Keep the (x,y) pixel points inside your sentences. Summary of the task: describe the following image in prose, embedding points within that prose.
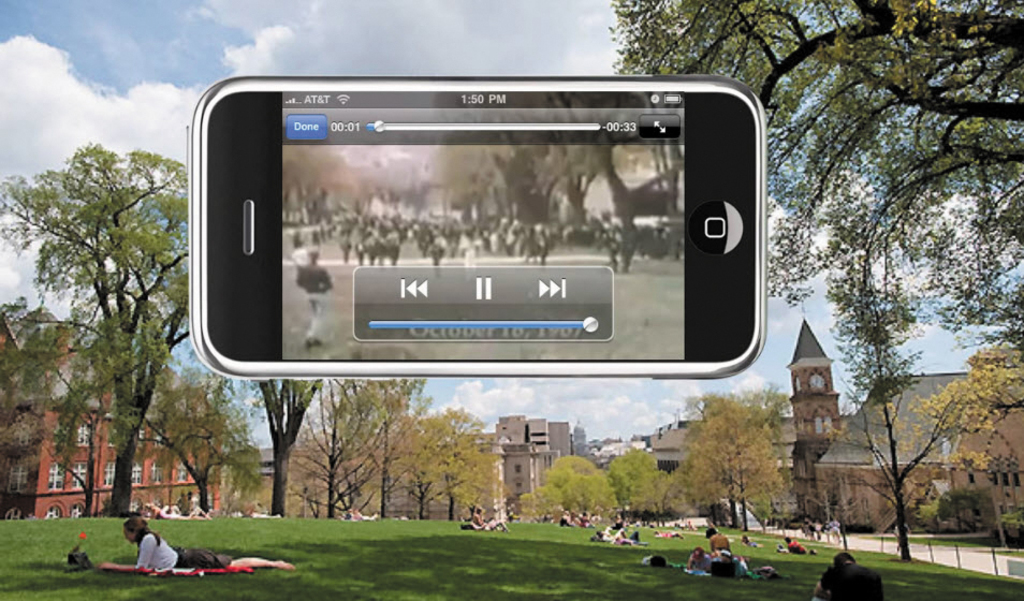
It is an edited image, in this image on the left side (172,555) a woman (140,554) is lying on the ground (365,537). There are trees (357,483) and buildings (533,481), at the top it is the sky (871,218). In the middle (551,323) there is a mobile phone (466,262) in that a video (503,253) is playing.
